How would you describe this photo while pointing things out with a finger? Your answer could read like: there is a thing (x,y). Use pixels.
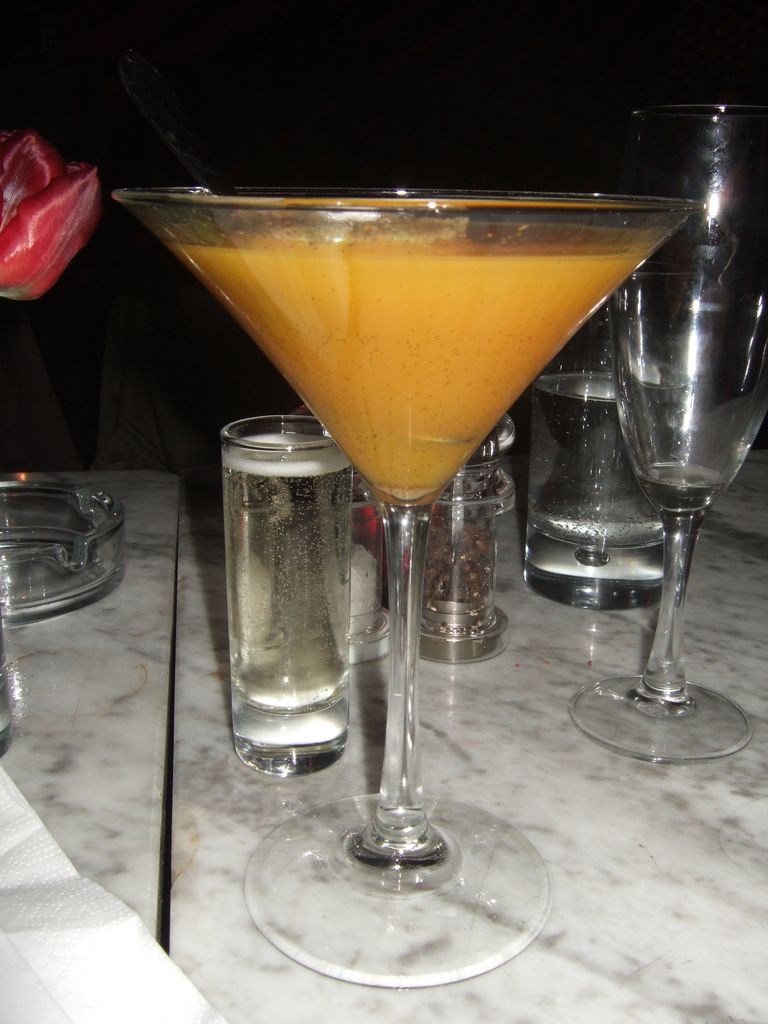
In this image we can see marble surface (588,905). On that there are glasses (399,626) with some liquid (433,488) and some other items (490,558). Also there is a tissue paper (80,919). On the left side (41,232) there is a flower (51,227). In the background (303,86) it is dark.
